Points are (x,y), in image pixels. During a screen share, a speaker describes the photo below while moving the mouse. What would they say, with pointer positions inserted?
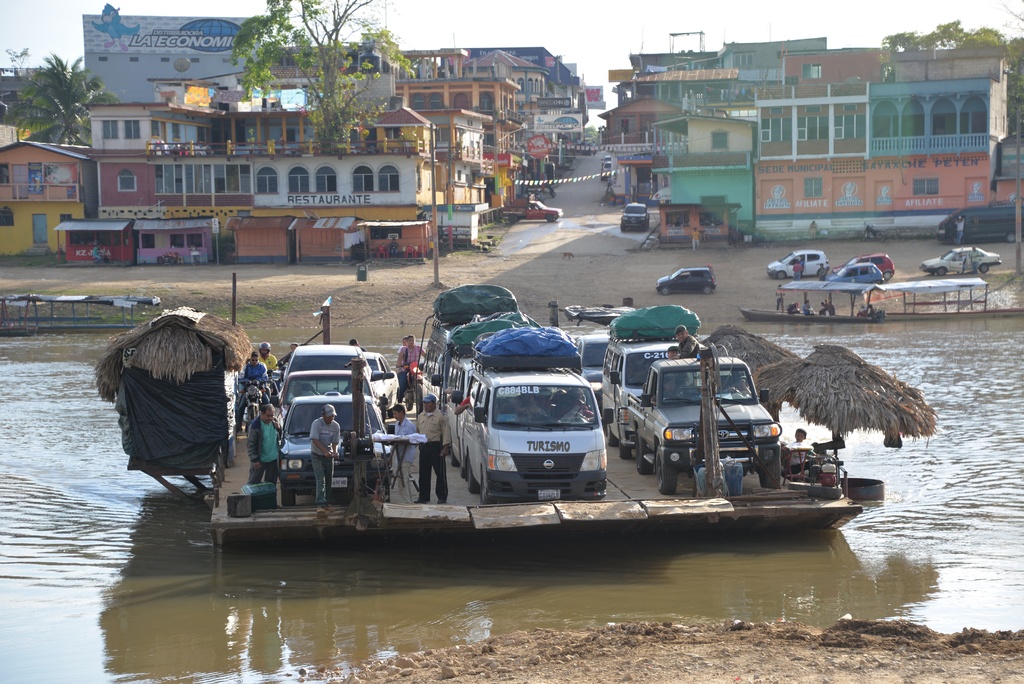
In the foreground of the picture (350,340) we can see a water body (969,347), in it we can see a boat (647,488), on the boat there are people (468,399), vehicles (587,398) and thatched huts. At the bottom (626,642) there is soil (662,631). In the middle of the picture (578,258) there are cars (826,258), road (516,276), pole (438,275), board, people (792,311) and other objects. In the background (436,155) we can see buildings (462,124), trees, road (572,184), vehicles (642,207), hoarding (181,43) and other objects (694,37). At the top (612,15) there is sky (442,21).
